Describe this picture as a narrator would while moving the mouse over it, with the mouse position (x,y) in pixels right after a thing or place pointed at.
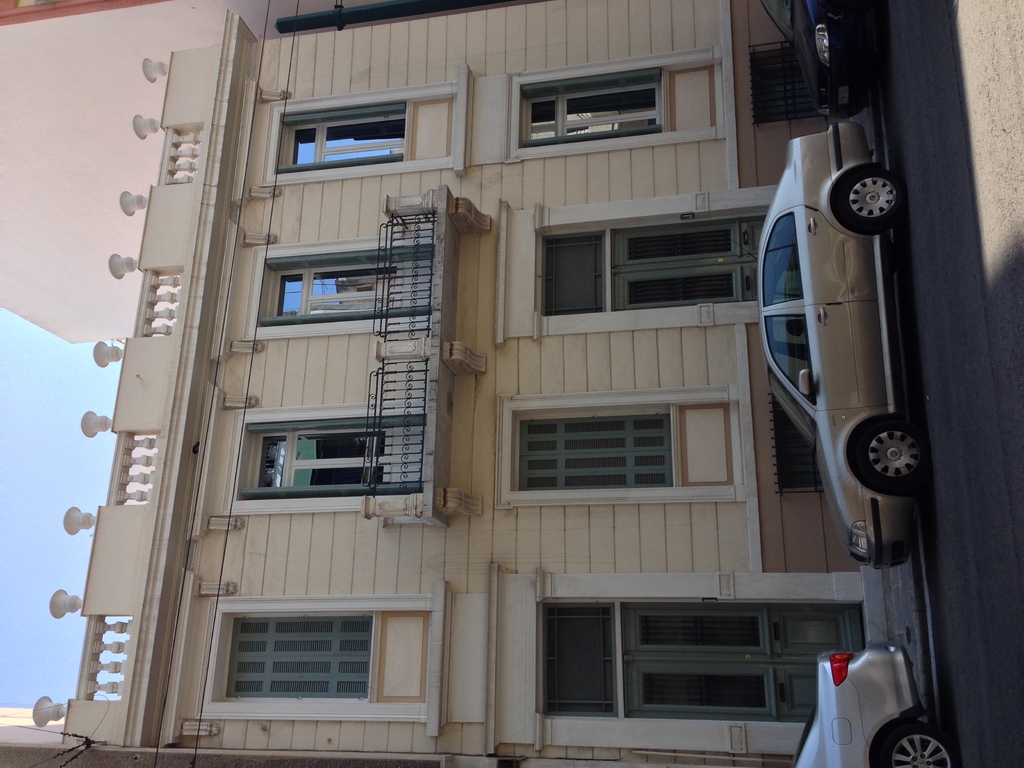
In this image I can see on the right side (955,339) few vehicles (795,8) are parked on the road (971,379). In the middle (439,367) there is the building (558,418), on the left (70,435) it is the sky (53,452).
